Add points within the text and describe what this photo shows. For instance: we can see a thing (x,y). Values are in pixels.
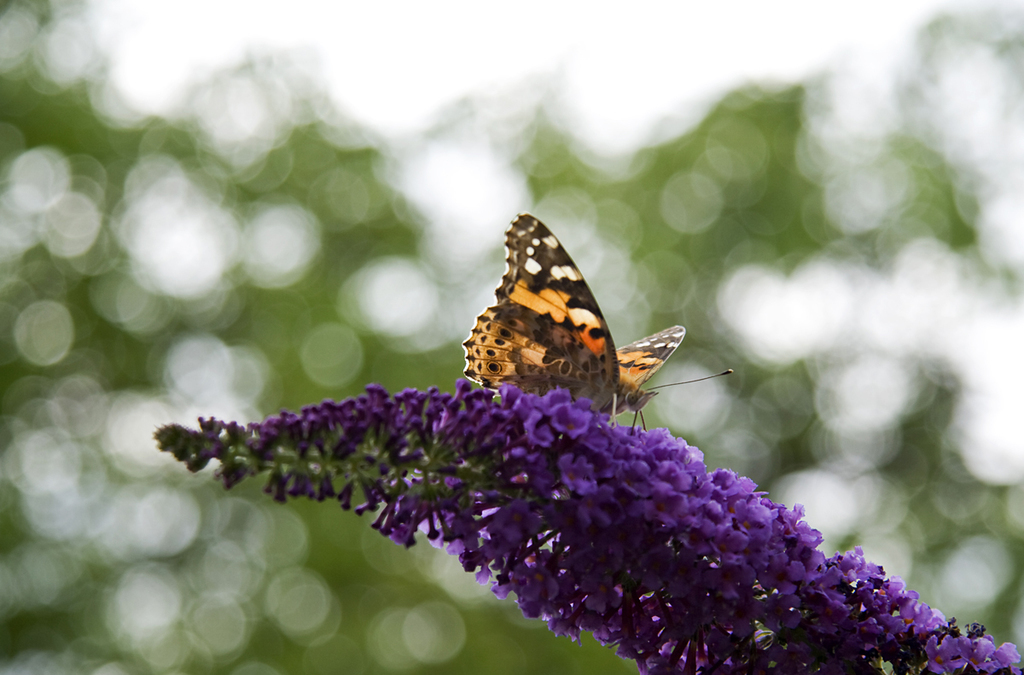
In this picture I can see the flowers (409,491) in front (499,420), which are of violet in color and I can see a butterfly (577,336) on it. I see that it is blurred in the background (958,30).
